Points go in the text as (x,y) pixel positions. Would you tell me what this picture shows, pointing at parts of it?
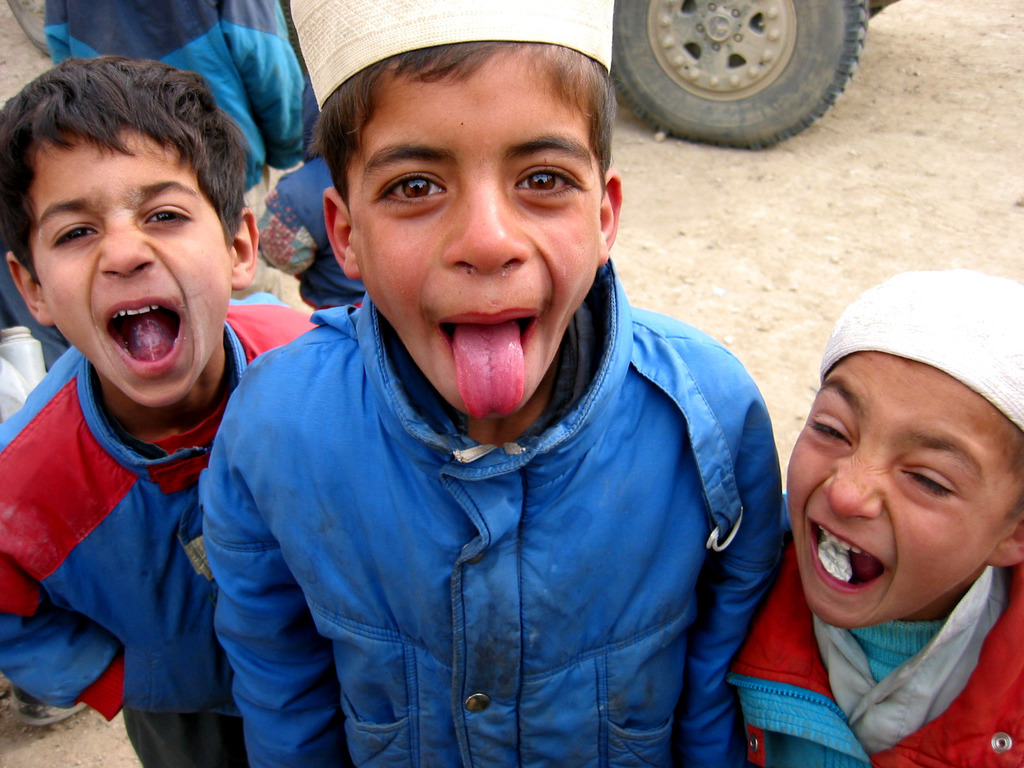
In this image we can see boys (514,561). In the background of the image (672,108) there is a tire (781,76). At the bottom of the image (104,727) there is ground (62,748).
